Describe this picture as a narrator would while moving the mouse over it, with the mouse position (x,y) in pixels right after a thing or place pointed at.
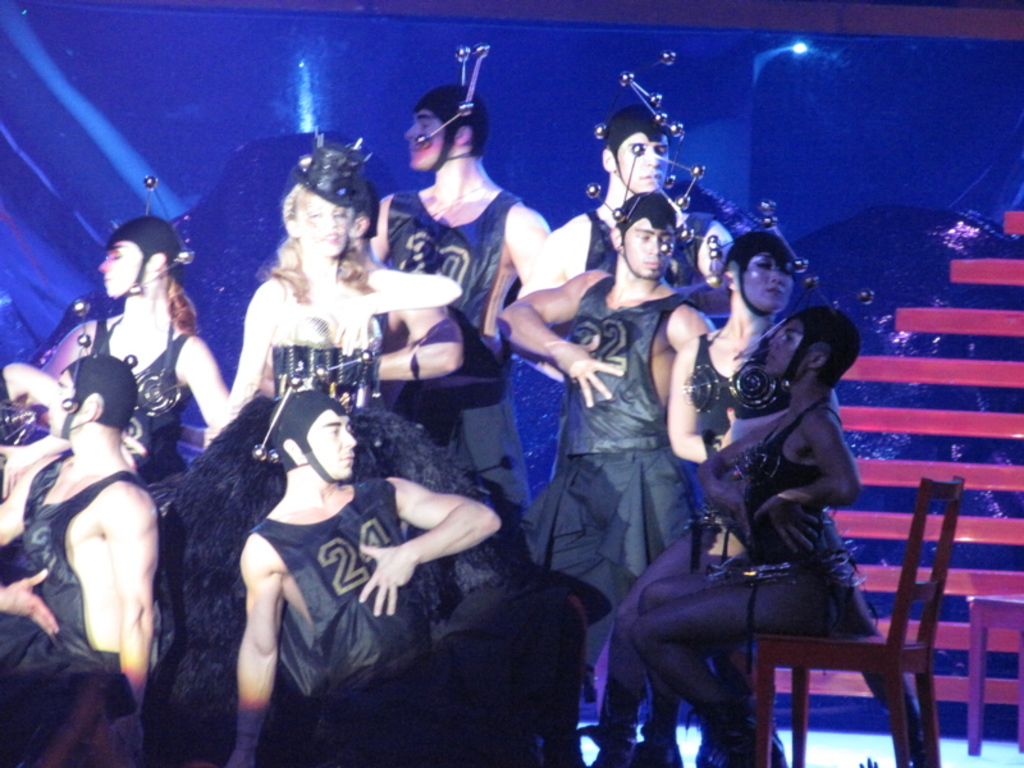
In the picture there are many people (748,578) present, they are wearing the same costume (369,653), there is a person (736,517) sitting on the chair (919,500), behind them there is a blue background (1012,501) with some lights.
